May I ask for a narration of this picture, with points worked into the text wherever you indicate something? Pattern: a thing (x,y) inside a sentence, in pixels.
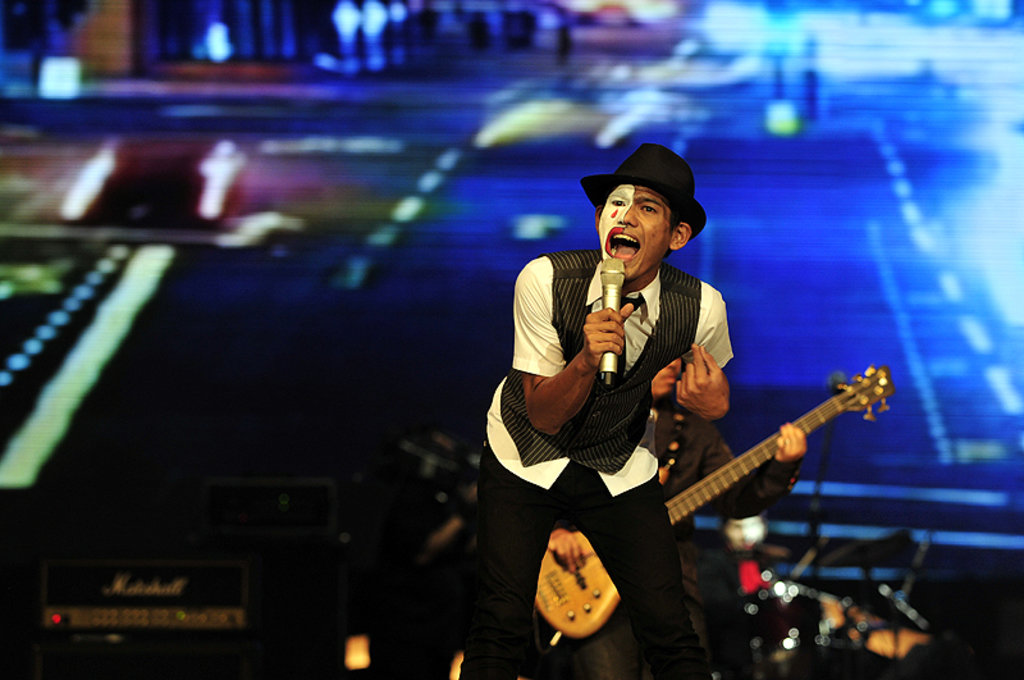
This image is clicked in a concert. In the front (674,361), there is a man (642,210) wearing hat (689,199) is singing. In the background (717,468), there is a person (741,501) playing guitar (727,478). To the left (207,573), there is a speaker (202,565). In the background (364,163), there is a screen (281,303).
